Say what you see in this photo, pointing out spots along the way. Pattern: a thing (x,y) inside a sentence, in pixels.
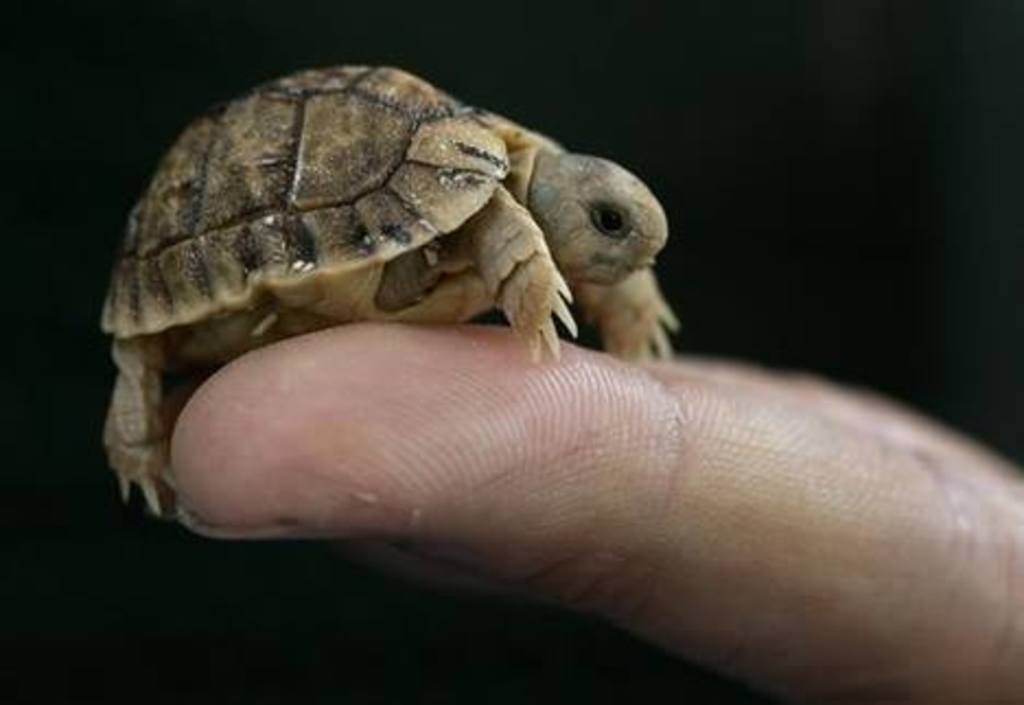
In this picture, we see a small turtle (462,199) placed in the hands (493,394) of the human (603,568). In the background (721,227), it is black in color.
